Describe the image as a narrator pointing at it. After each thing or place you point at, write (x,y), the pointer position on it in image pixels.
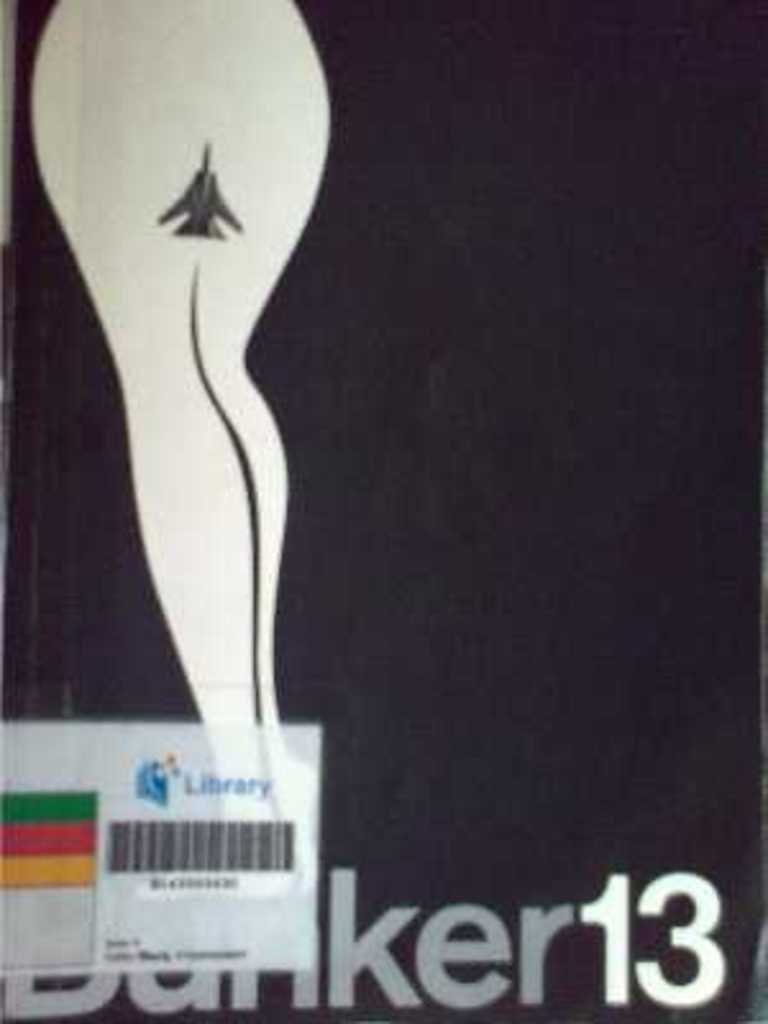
In this image we can see picture of a person's leg (172,435) and barcode (265,844). At the bottom of the image (332,868) we can see some text (144,982).
